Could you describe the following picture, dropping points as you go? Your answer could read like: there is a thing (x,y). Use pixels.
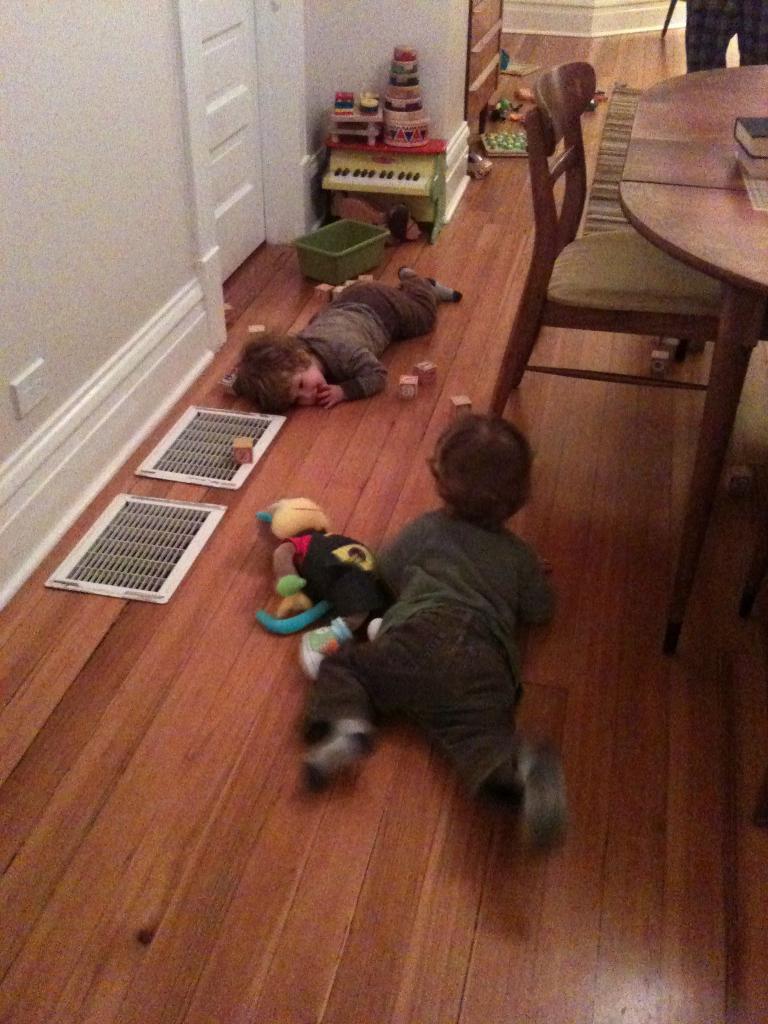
There are two children (300,357) lying on the floor (727,881). There are many toys (290,575), baskets (353,256) and other items (392,173) on the floor (413,250). In the left side (162,199) there is a wall (107,239) and a door (255,163). On the right side (664,216) there is a table (641,199) and a chair (569,174). On the table (687,173) there are books (749,167).
